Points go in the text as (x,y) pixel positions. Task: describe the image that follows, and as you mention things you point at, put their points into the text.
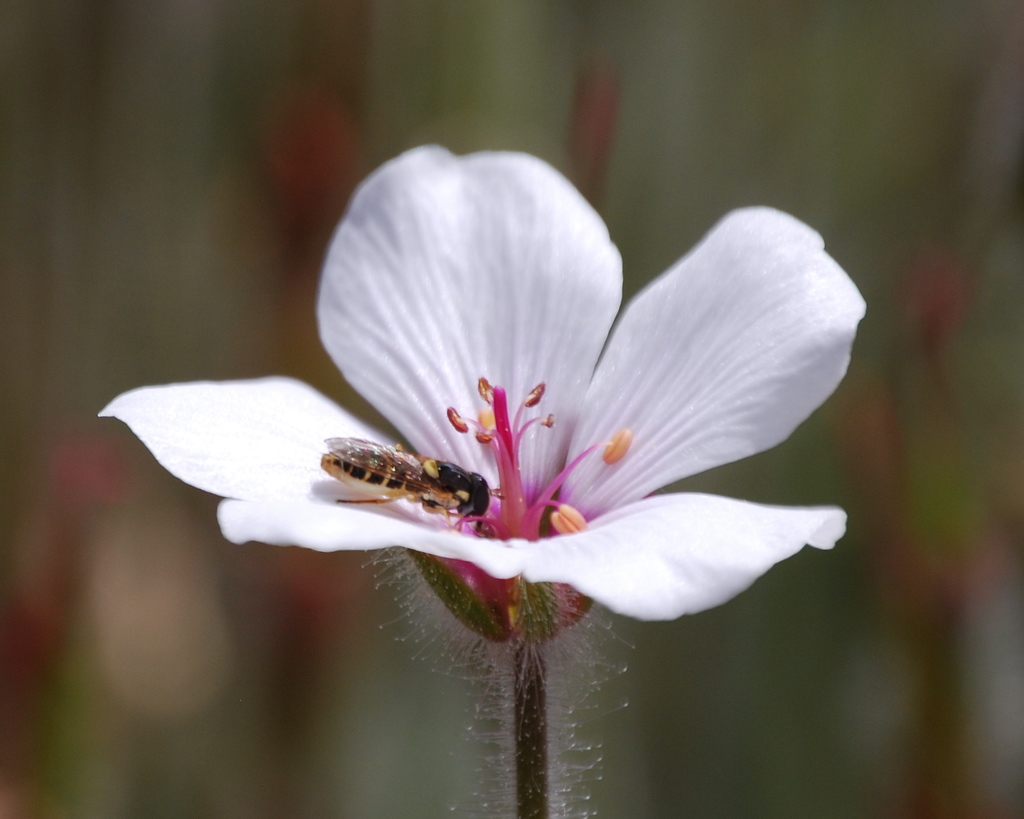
In this image we can see a flower (416,525). On the flower (437,450) there is an insect (399,486). In the background (396,110) it is blur.
